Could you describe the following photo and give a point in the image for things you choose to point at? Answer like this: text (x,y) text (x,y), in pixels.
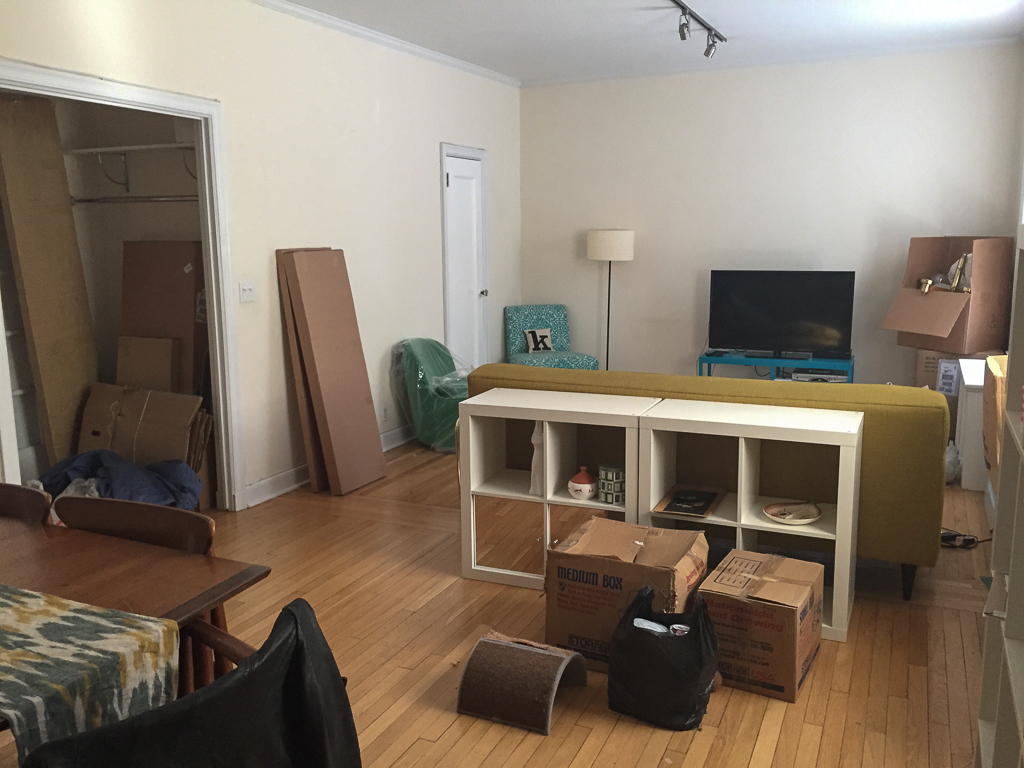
This is an inside view of a room (308,208). On the left side (100,656) there is a table (52,579) and few chairs (212,642) on which few clothes (271,646) are placed. On the right side (1008,586) there is a rack (1001,639). At the bottom (791,616) there are few card boxes (749,620), a bag (664,673), blocks (707,529) are placed on the floor (772,726), behind there is a couch (559,376). In the background (792,297) there is monitor (771,332) placed on a table (762,363), beside there are few card boxes (945,311). At one corner of the room (596,342) there are two chairs (508,354) and also I can see a door (457,254). On the left side (79,375) there are few wooden objects (160,319) placed on the floor (267,526).
